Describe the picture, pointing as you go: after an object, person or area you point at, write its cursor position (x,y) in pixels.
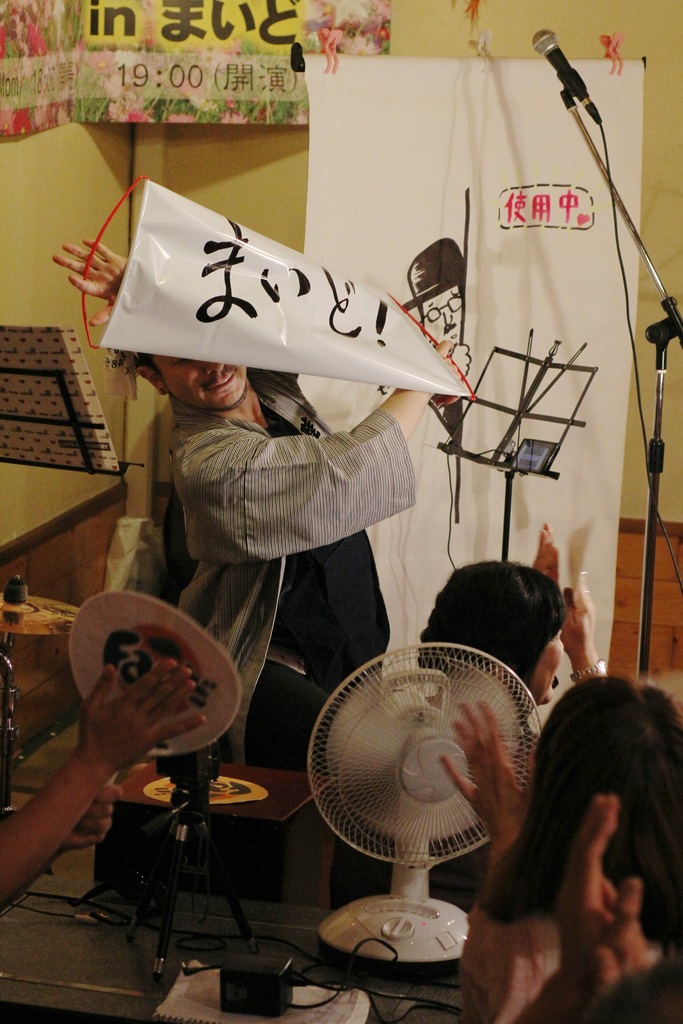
In the picture we can see a man (281,376) standing and holding some thing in the hand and top of him and beside him we can see some women (548,653) are sitting and clapping hands (587,653) and in the background (334,395) we can see a wall (530,39) and a white color screen (558,242) and near it we can see a microphone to the stand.
